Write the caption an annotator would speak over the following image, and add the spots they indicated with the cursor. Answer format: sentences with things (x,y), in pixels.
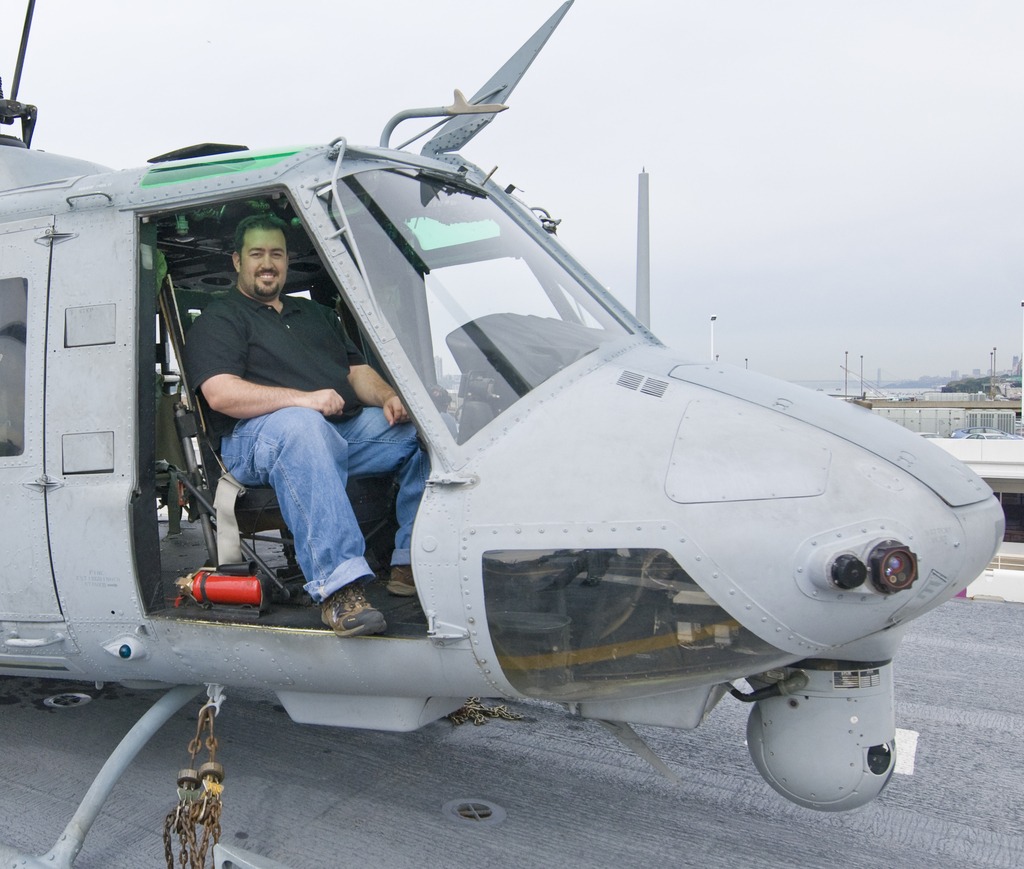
In this picture we can see a helicopter (628,657) on the ground (941,755) with a man (256,231) sitting inside it and smiling and in the background (672,335) we can see poles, sky (765,135).
